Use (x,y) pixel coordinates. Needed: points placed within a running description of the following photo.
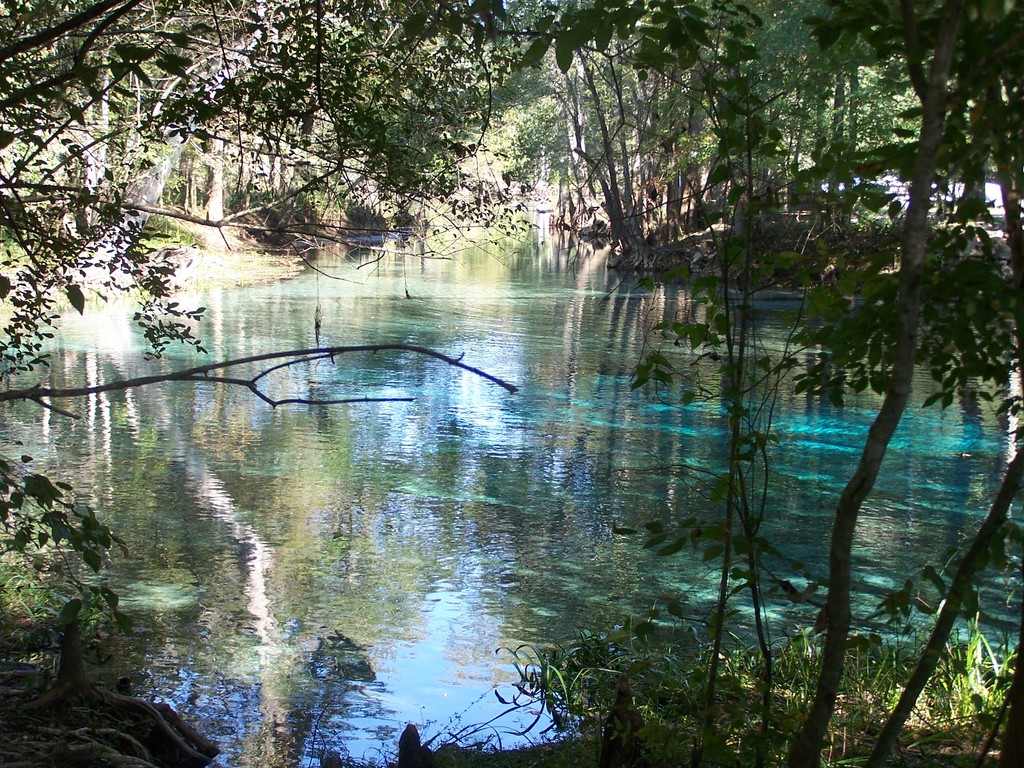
In this image we can see water (372,478), grass (560,730), and trees (68,522).
